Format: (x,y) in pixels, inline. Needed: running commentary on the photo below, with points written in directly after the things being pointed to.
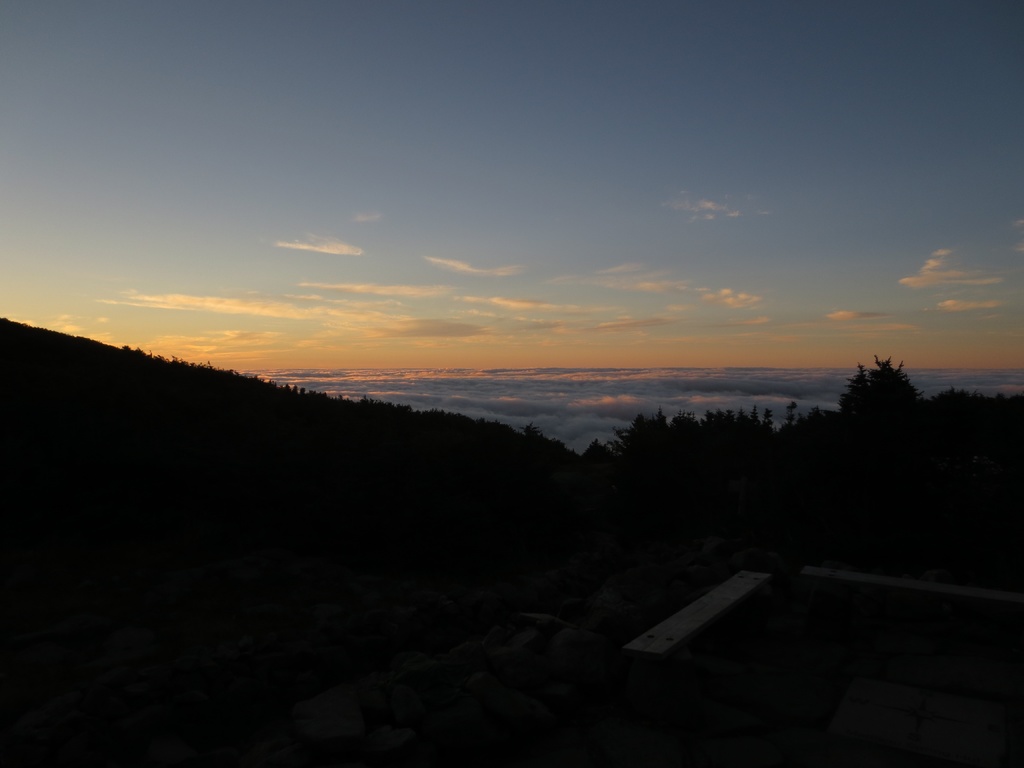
In this picture we can see a few stones (487,714), bench (729,599) and a few objects (834,733) on the right side (950,738). There are a few trees (214,436) visible from left to right. Sky (395,326) is cloudy. We can see a dark view at the bottom of the picture (425,648).
